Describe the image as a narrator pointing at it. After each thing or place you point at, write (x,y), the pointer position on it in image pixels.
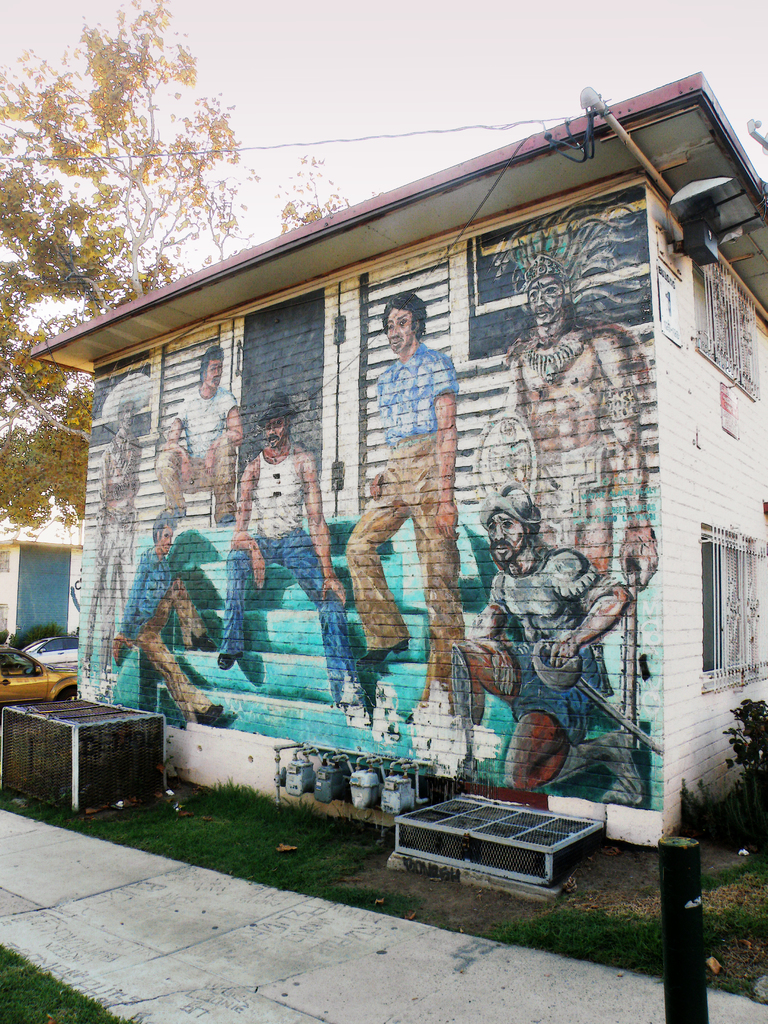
In this picture we can see the path (170,898), beside the path (305,933) we can see grass (361,853), plants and some objects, here we can see a house (251,771), painting (242,716) on the wall (259,685) and in the background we can see vehicles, shed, trees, sky (708,11).
